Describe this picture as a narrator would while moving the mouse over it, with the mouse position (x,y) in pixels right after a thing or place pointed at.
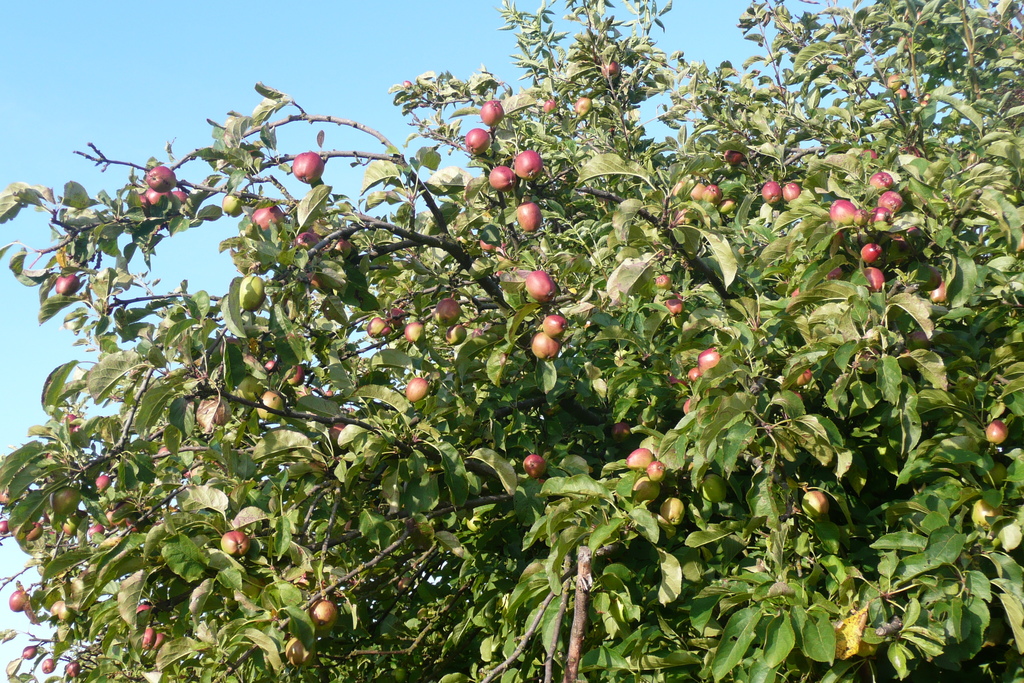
In this image there is a tree (423,214) to which there are so many fruits (535,285). At the top (171,78) there is the sky (145,59).
